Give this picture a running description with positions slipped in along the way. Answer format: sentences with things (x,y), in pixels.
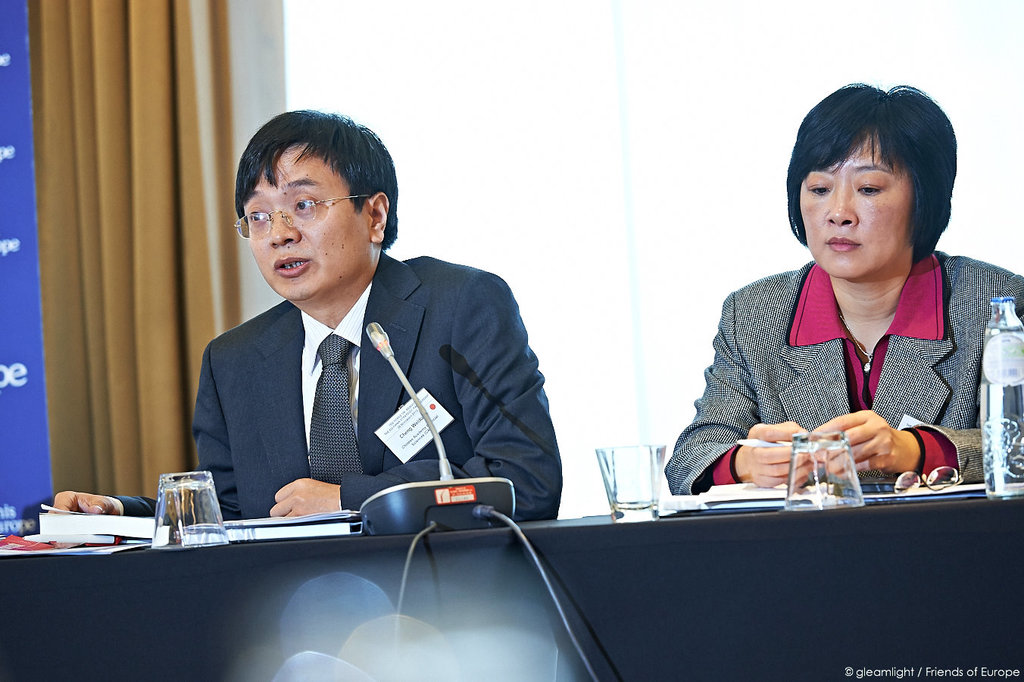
In this image we can see a man (259,361) and woman (801,287) are sitting on the chairs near the table (805,512). There are glasses (808,491), spectacles (897,483), bottles (986,460), books (285,518) and mic (447,523) on the table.
